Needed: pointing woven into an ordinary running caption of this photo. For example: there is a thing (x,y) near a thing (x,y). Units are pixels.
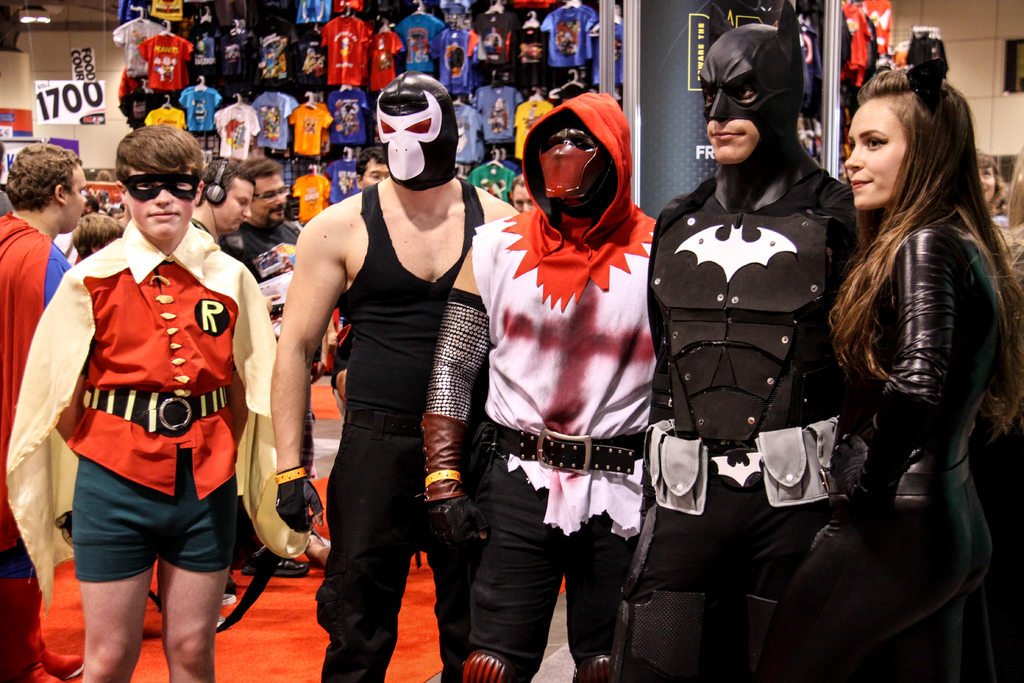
In this image, we can see some people (671,345) standing and they are wearing face masks (400,181), at the right side (902,342) there is a girl (901,356) standing, in the background (543,47) there are some t-shirts (169,70) hanging and there are some people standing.
